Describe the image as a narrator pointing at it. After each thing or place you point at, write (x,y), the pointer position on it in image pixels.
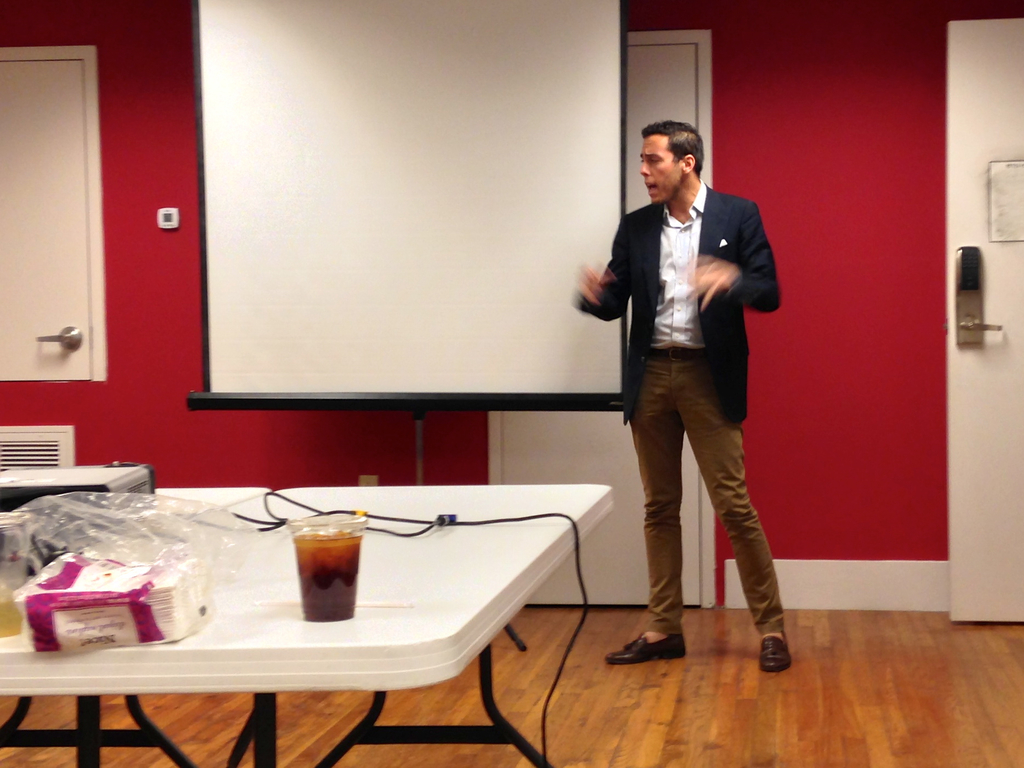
In this image the person (709,448) is standing. On the table (442,581) there is glass (326,594), tissues (152,587) and there is a projector screen (315,294).
